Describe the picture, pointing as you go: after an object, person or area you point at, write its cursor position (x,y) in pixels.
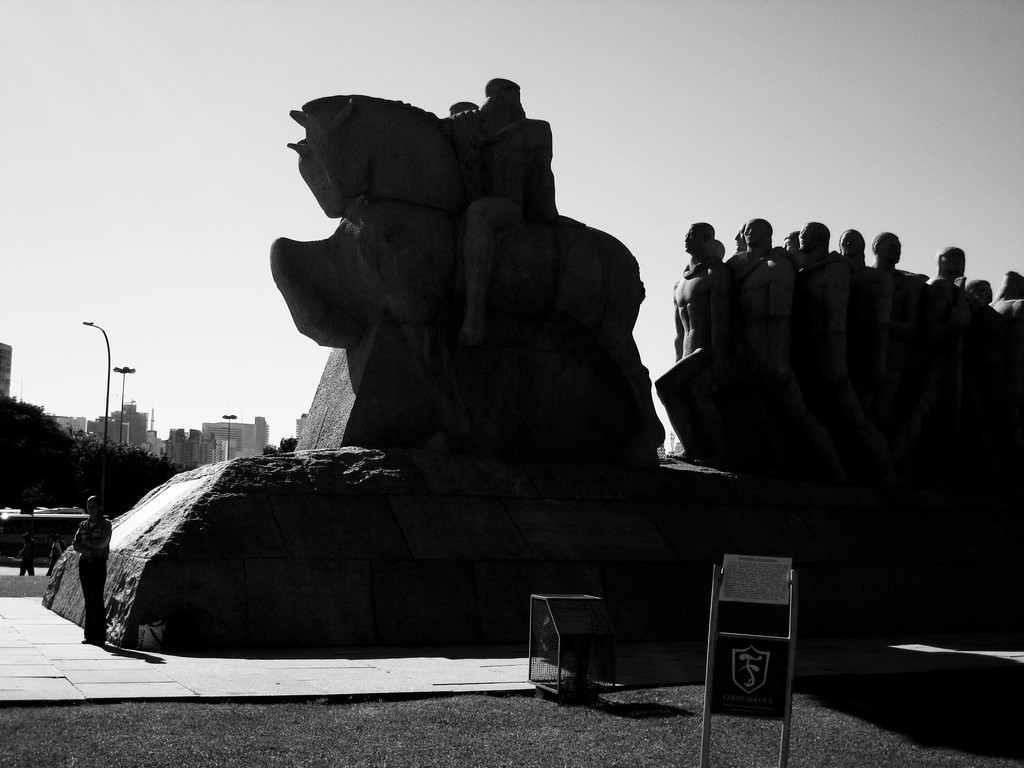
In this image I can see the sculpture (544,304), a person (100,591) standing. And there are trees (53,470), buildings (208,437), sky (161,411) and a sign board (719,641) and a iron object (581,631) on the ground (291,657).
